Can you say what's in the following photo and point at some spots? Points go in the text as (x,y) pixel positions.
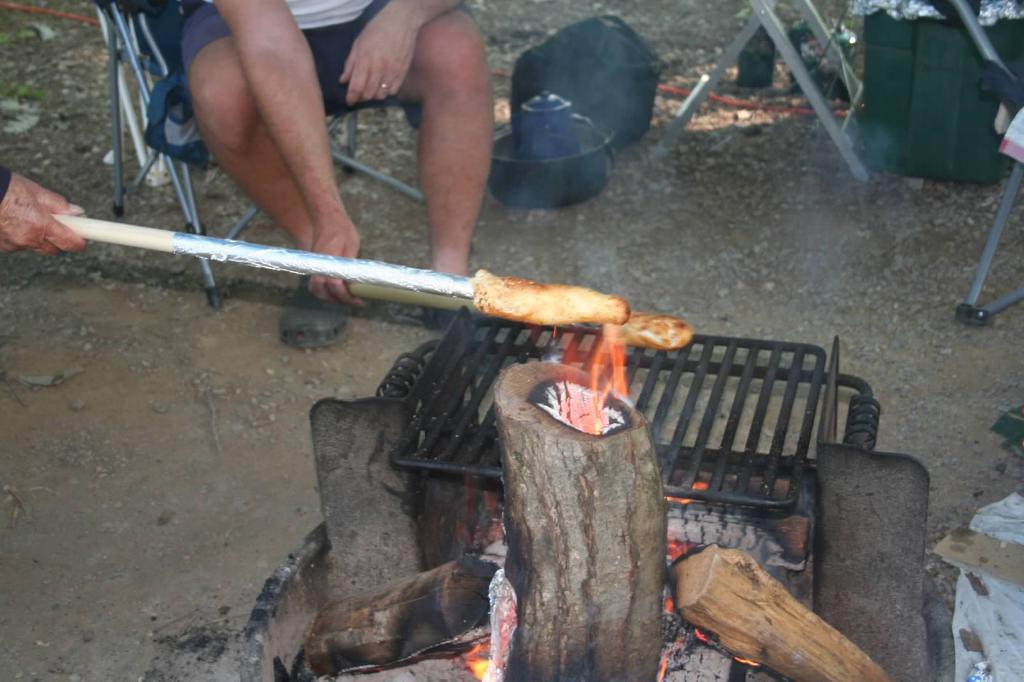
In the center of the image (550,454) there is a fire (574,423) and grill (722,436). On the right side of the image (1022,89) we can see chairs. On the left side of the image (65,233) we can see a human (61,246) holding the food (635,332). In the background (316,95) there is a person (281,80) sitting.
